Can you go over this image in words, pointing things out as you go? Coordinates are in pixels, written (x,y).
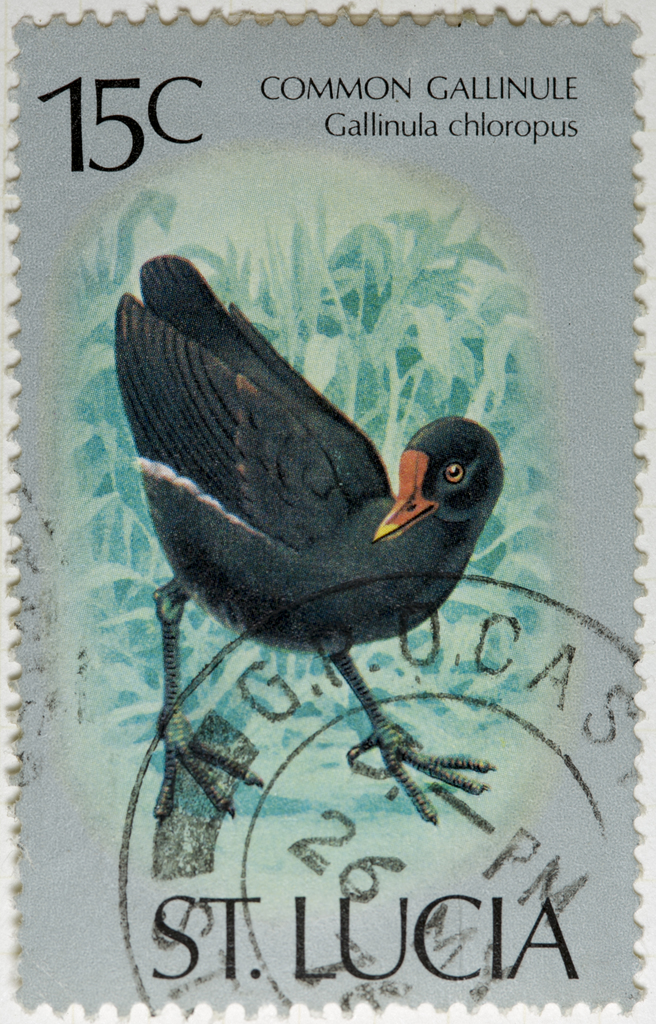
In this image there is a stamp (329,686). On the stamp (209,135) there is some script (483,631) and a bird (348,534).
